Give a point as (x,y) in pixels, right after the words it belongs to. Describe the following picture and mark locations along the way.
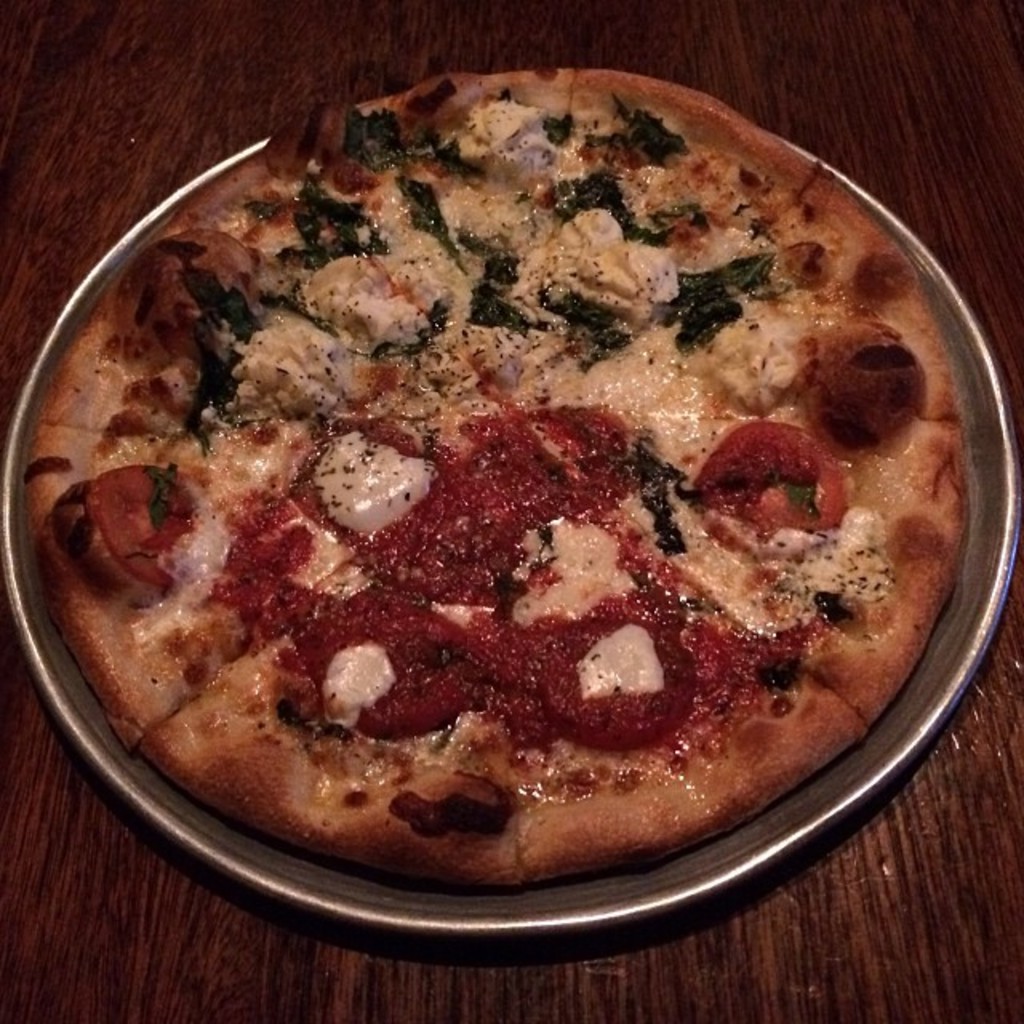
In this image there is a pizza (445,222) on a plate (1012,538), on the table (293,1004).
